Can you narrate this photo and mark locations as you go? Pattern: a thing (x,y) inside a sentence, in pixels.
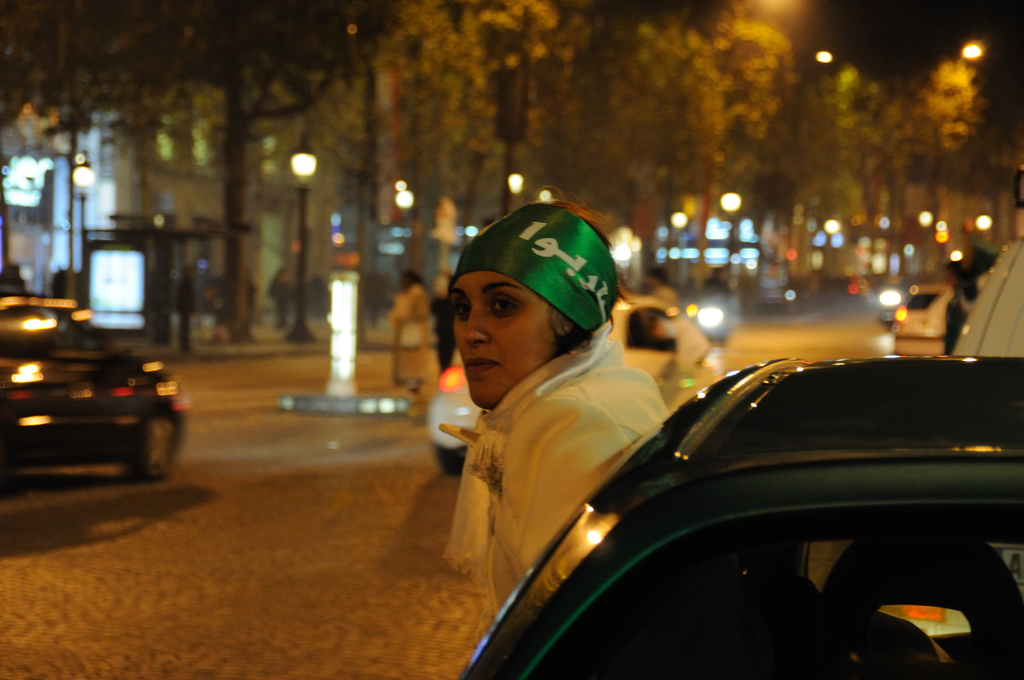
In the center of the image (577,347) we can see lady (565,392) is present in the car (726,557). In the background of the image (392,306) we can see lights (310,169), poles (301,179), cars (51,401) and some persons (415,348), trees (948,92) are there. At the bottom of the image (321,608) road (355,578) is present. At the top right corner (877,29) sky (902,35) is there.
